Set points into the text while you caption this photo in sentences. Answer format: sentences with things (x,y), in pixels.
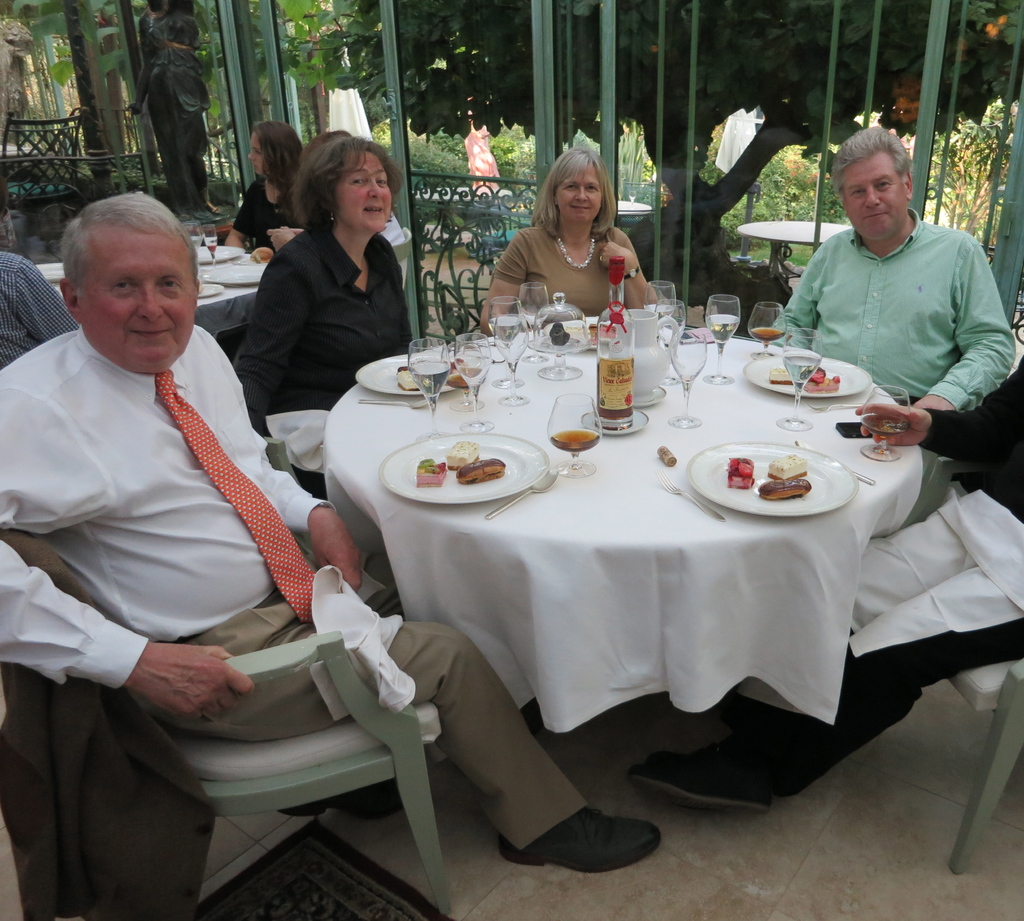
This picture is of inside. In a foreground (904,251) we can see group of persons (559,259) sitting on the chairs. In the center (518,390) there is a table (626,456) covered with a white cloth (694,683) and we can see a bottle (622,340), glasses (512,343) and plates (783,507) full of food (784,471) are placed. In the background (447,86) we can see the chairs (53,154), trees (374,47) and plants (530,145).
